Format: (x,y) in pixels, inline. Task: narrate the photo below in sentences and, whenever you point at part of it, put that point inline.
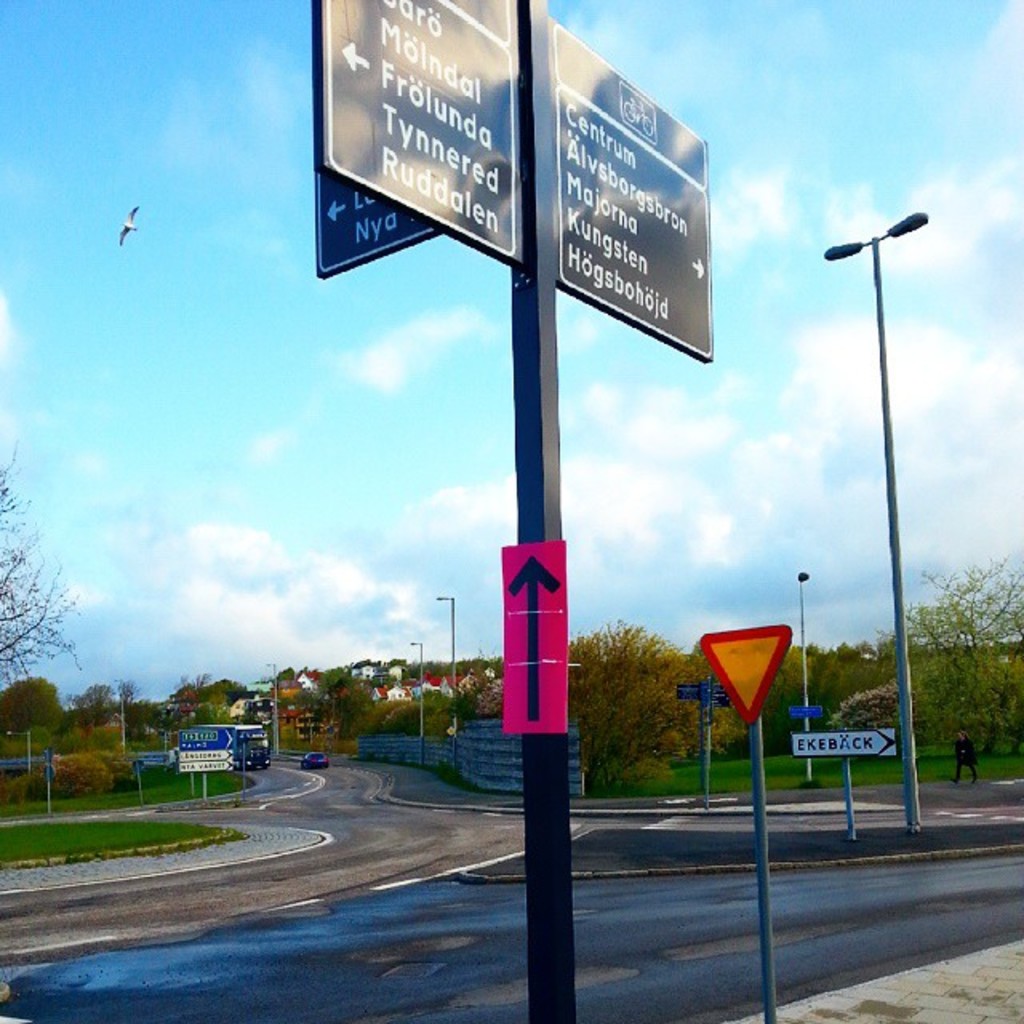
There is a car (314,760) and a vehicle (252,750) are on the road (752,909). A person (970,764) is walking on the pavement (967,793). There are street lights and few poles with the boards (215,750) are on the pavement (831,799), beside there is grassland (995,750) having few trees (643,754). Behind there are few buildings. Top of image (498,337) there is sky (381,457) with some clouds (389,549). Front side of image there is a pole (540,37) with some direction boards (464,110) attached to it. Beside there is a pole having a caution board (740,674) attached to it are on the pavement (931,982). A bird (121,239) is flying in the air (146,246).
